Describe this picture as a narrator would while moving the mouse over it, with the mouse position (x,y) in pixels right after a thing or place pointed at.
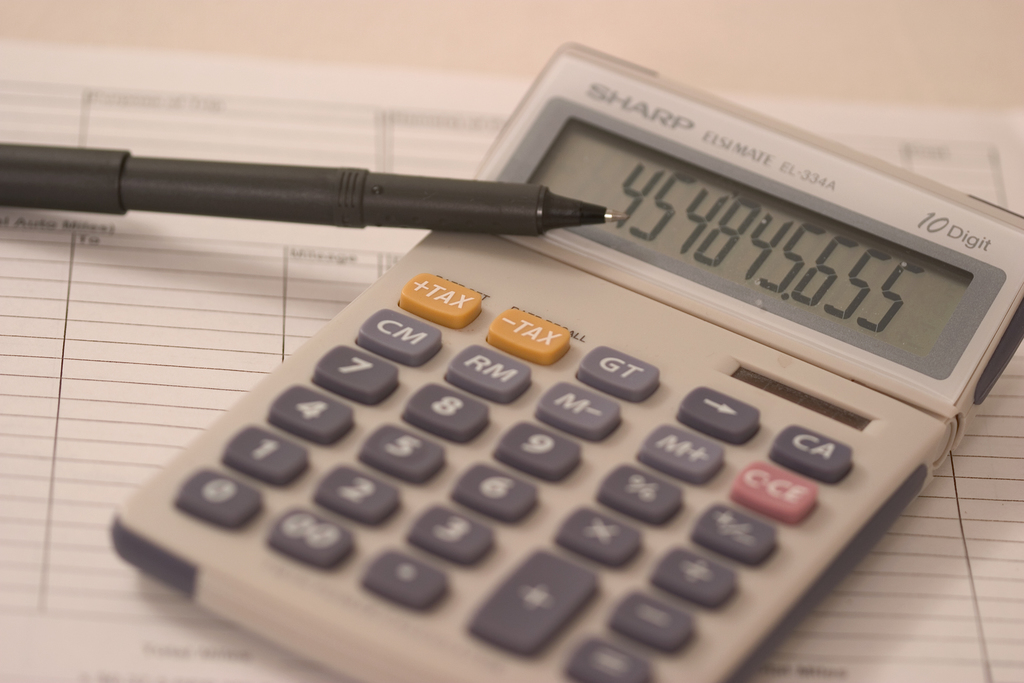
On the table (1006,42) we can see the paper (929,155), black color pen (258,217) and calculator (683,324).
